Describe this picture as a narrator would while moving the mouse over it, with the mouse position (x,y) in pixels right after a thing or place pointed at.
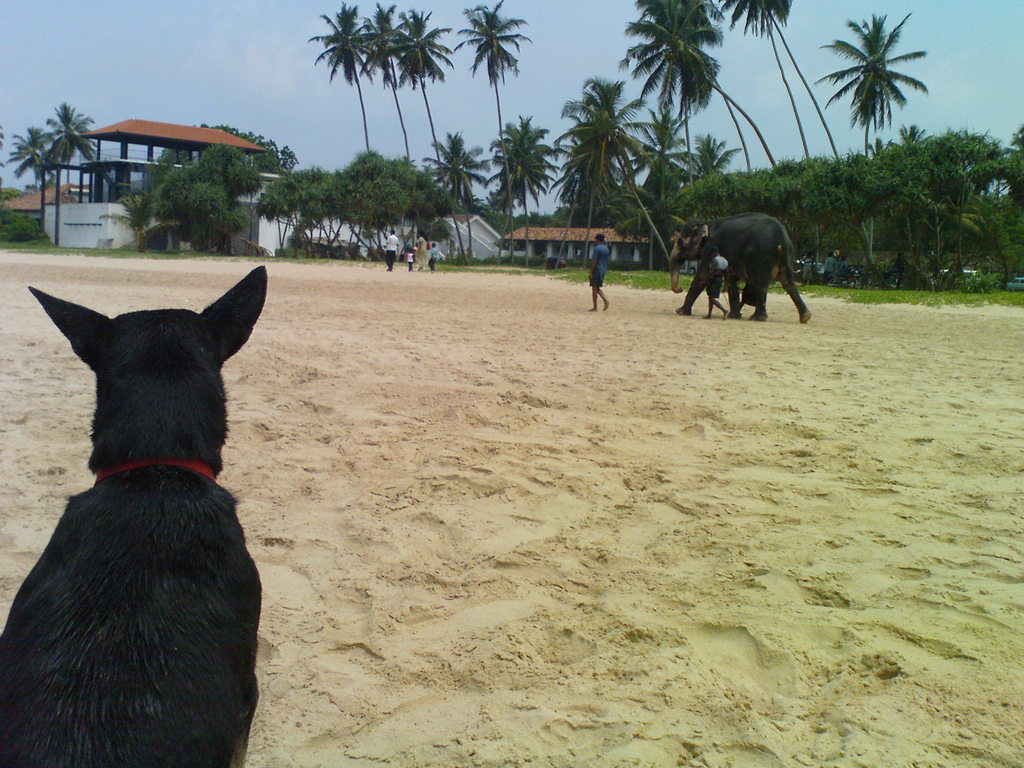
In the foreground of the image (164,504) there is a dog (166,555). At the bottom of the image (479,698) there is sand (606,667). In the background of the image (345,160) there are trees (324,205), houses (89,226), sky (220,64). There is a elephant (771,252) and there are people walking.
